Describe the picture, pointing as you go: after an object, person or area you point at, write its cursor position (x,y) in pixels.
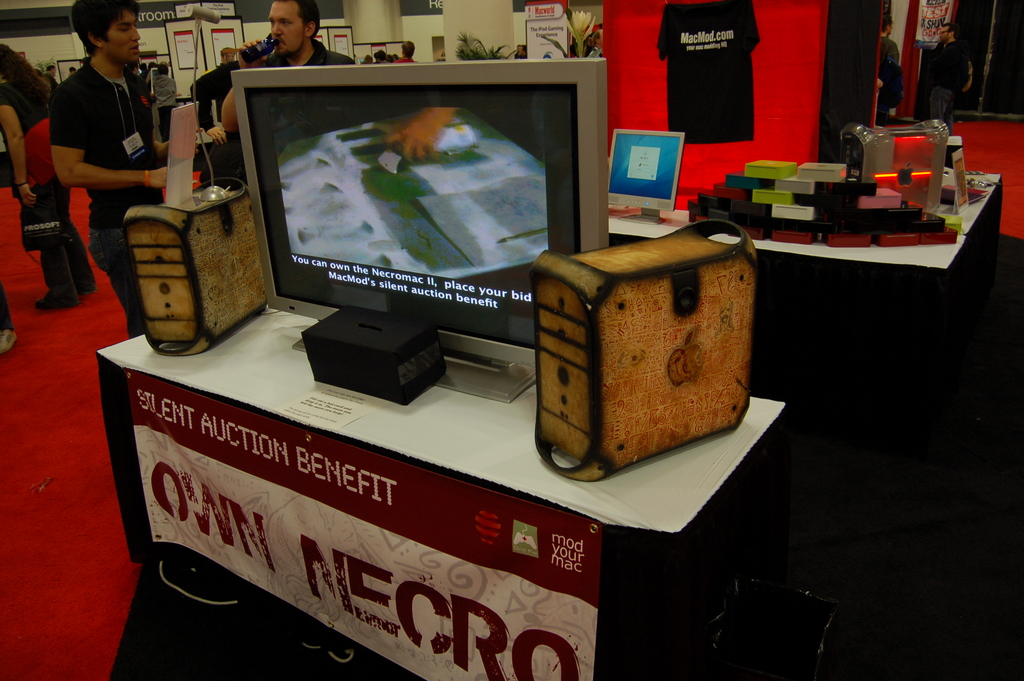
In this image there are tables (370,423), there are objects (251,305) on the table (287,335), there are monitors (479,218), there are boards (184,48), there is text (226,507) on the boards (312,541), there are group of persons (84,99) standing, the persons (68,150) are holding an object (50,191), there are pillars (396,23) towards the top of the image (457,29), there are plants (493,56), there is a red carpet (44,429) towards the left of the image (57,475).
